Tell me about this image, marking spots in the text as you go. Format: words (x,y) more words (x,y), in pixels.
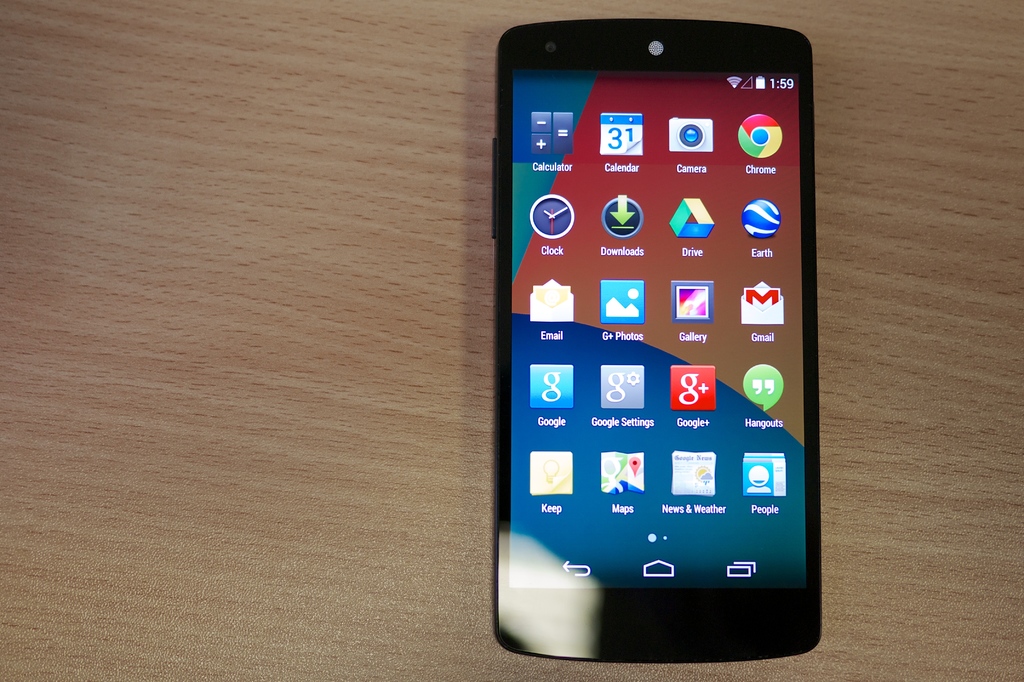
In this image I can see a mobile (525,70) is on the wooden surface (334,374). In the mobile (715,63) there are applications (639,378).
